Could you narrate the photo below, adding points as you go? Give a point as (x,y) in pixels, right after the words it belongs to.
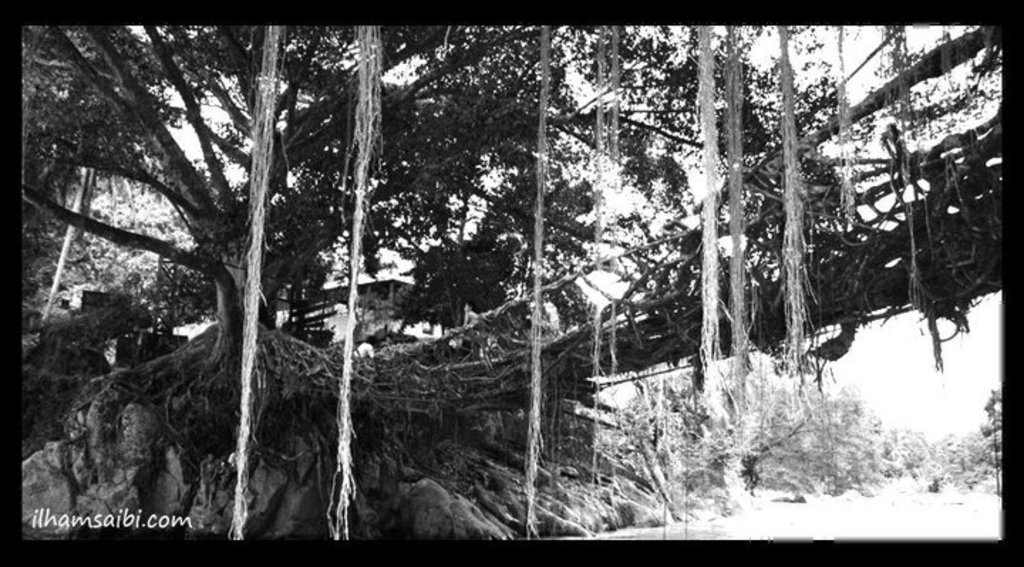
In this image I can see water (691,526) at the bottom (741,500), text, trees (477,282), bridge (903,309) and the sky (699,187). This image looks like a photo frame.
